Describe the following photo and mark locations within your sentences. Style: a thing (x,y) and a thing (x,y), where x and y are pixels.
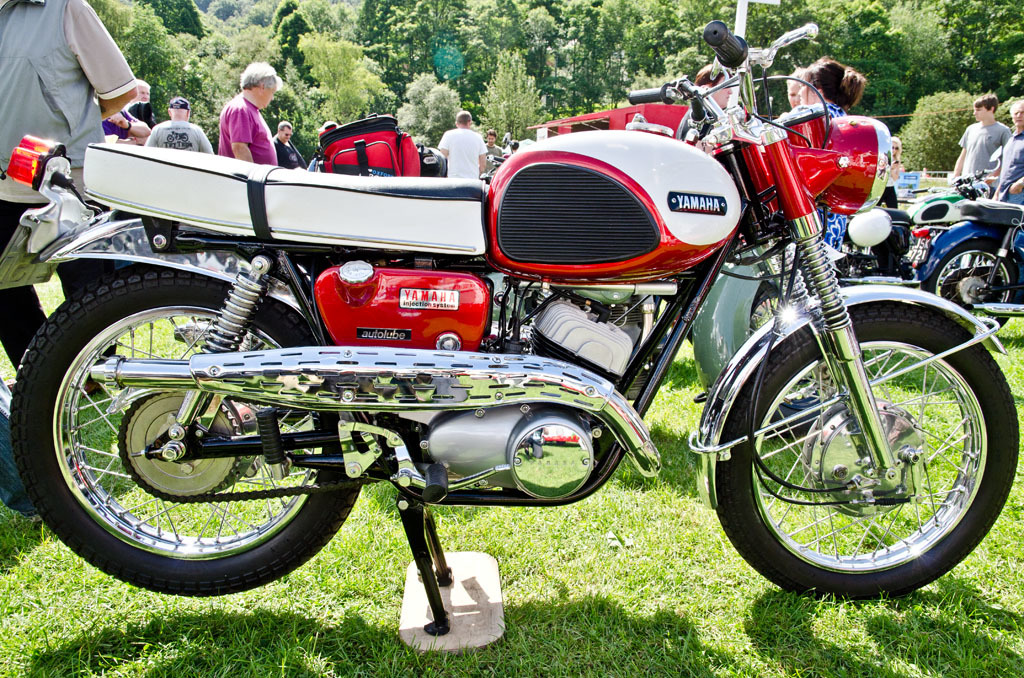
In this image i can see a motorbike (483,289). In the background (214,88) i can see few people (82,91) and trees (481,76).
